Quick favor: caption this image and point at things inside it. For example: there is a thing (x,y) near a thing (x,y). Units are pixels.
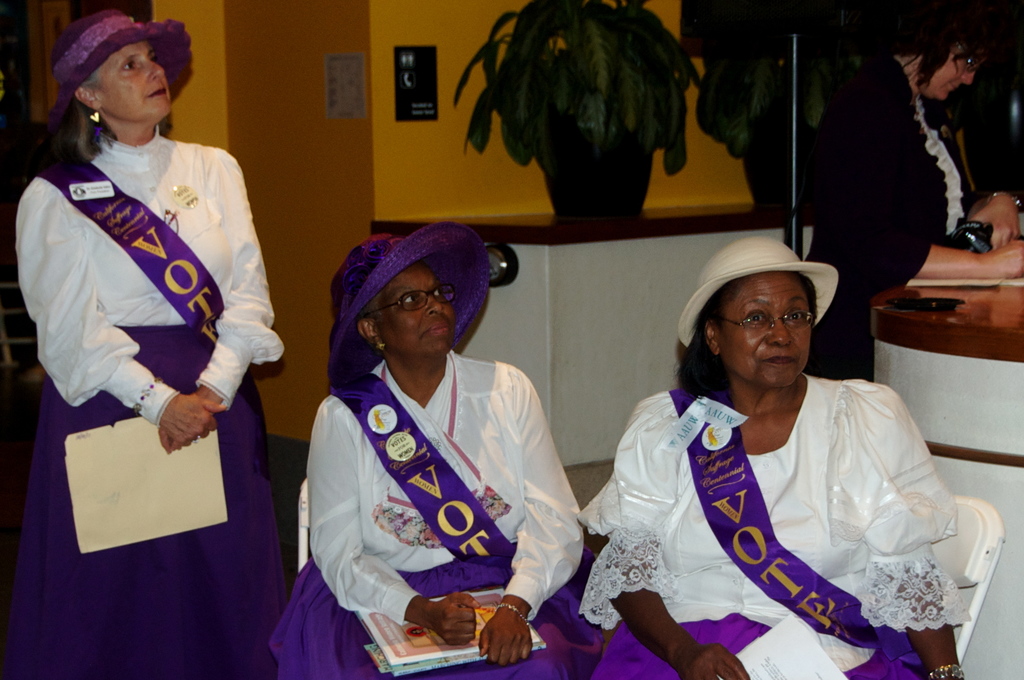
In this image there are three persons (243,265) wearing sashes (706,498) and caps (353,299) and holding papers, behind them there is a person (929,213) near the TV stand (800,194), a flower pot (745,82) on one of the tables (589,306) and posters (410,90) attached to the wall (583,317).
